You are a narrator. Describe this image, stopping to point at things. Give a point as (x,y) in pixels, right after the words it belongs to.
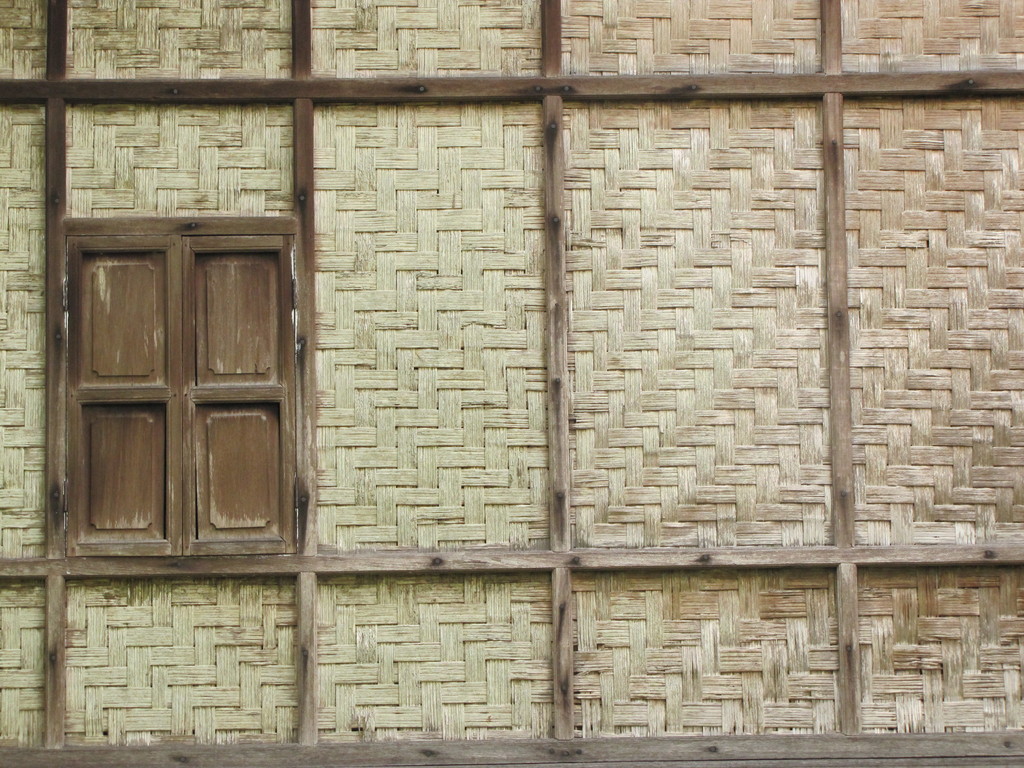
In this picture there is a window (216,415) on the left side of the image (171,299), there is a wall (391,48) on the right side of the image (719,229), which is made up of sticks (508,551) and straws (7,477).
